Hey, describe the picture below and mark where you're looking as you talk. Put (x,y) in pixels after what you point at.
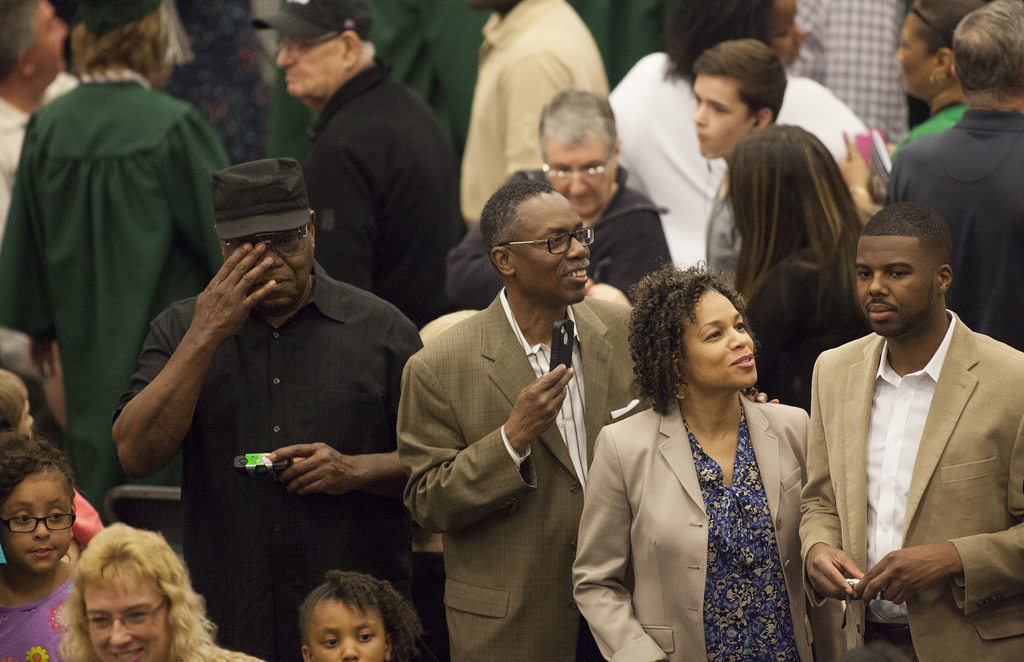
In this picture we can see some persons (415,396) are standing and some of them are wearing coats (513,363), hats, spectacles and some of them are holding books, mobile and some objects (251,466).
